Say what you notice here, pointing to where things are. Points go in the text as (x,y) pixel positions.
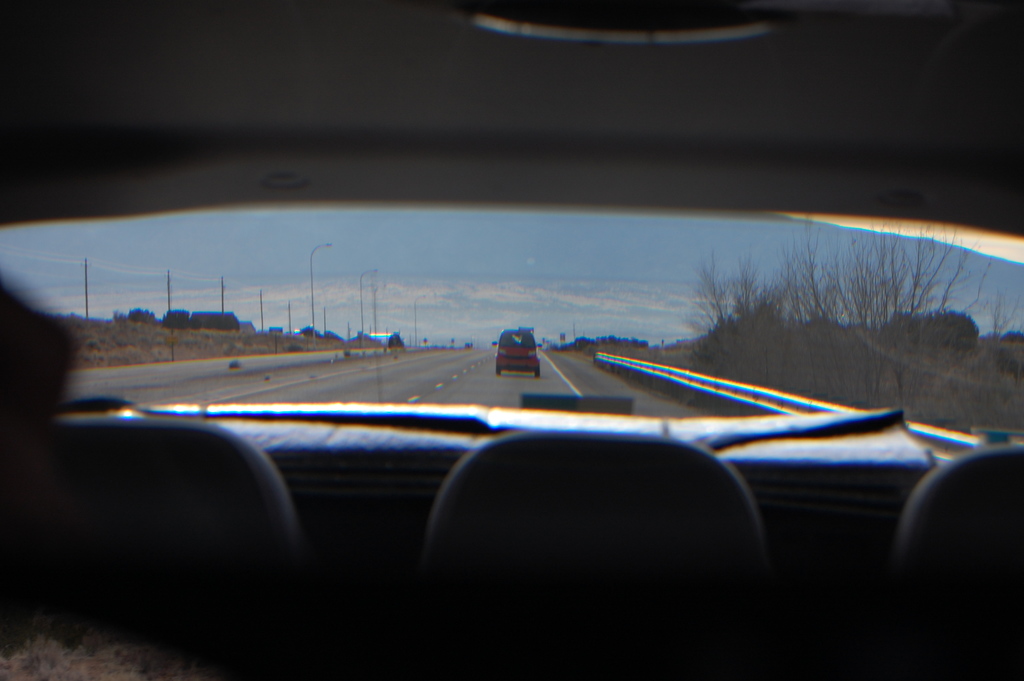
The picture is captured from inside a car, there is another vehicle (503,342) moving on the road (457,373) and in the left side (126,357) there is dry land (325,345) and in the right side (718,328) there are many dry trees (808,324).
